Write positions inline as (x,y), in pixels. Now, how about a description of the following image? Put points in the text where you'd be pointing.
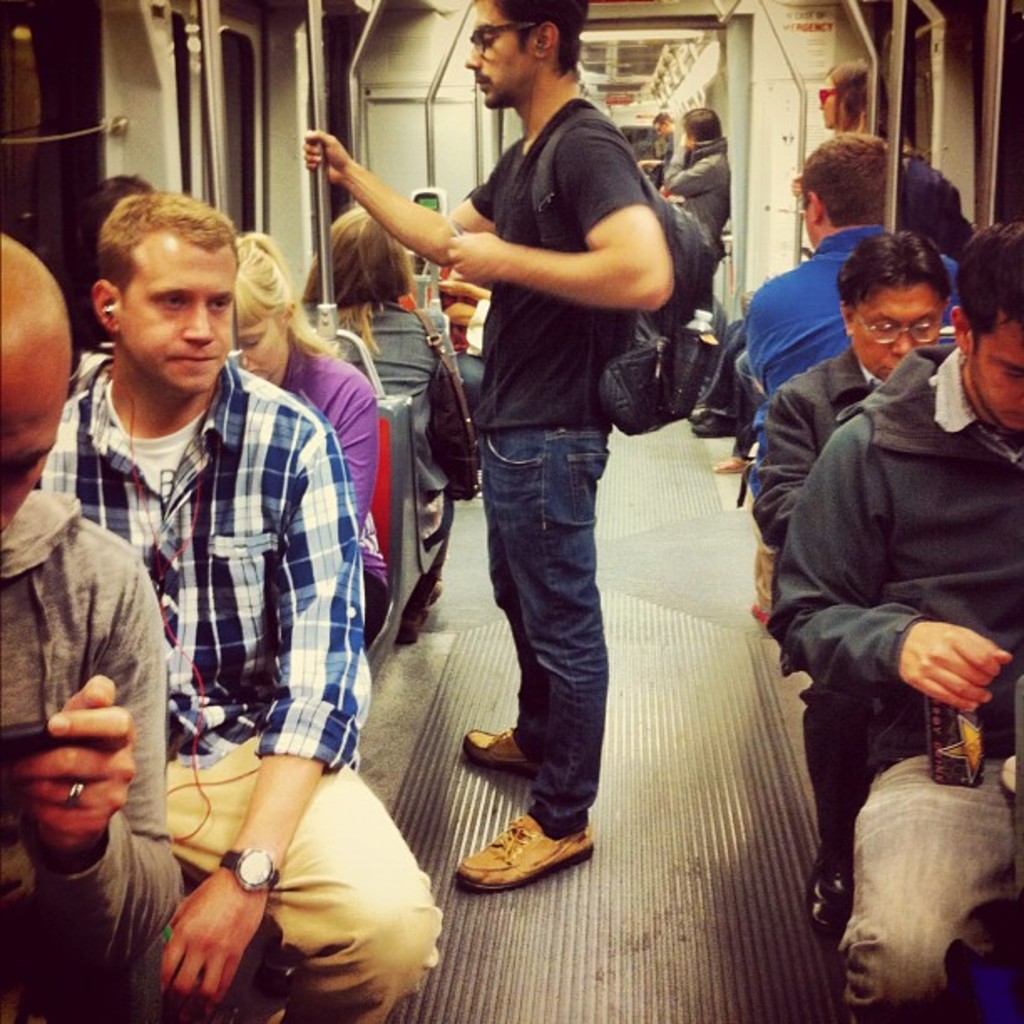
In this image I can see the interior (610,645) of the train (606,740) and I can see a person (655,251) wearing blue and black colored dress (537,390) and black colored bag (657,336) is standing. I can see few persons (207,483) are sitting on both sides of the aisle (591,815). In the background (414,180) I can see the wall (407,97) of the train (259,103), few other persons (672,139) standing and few windows (235,49).
